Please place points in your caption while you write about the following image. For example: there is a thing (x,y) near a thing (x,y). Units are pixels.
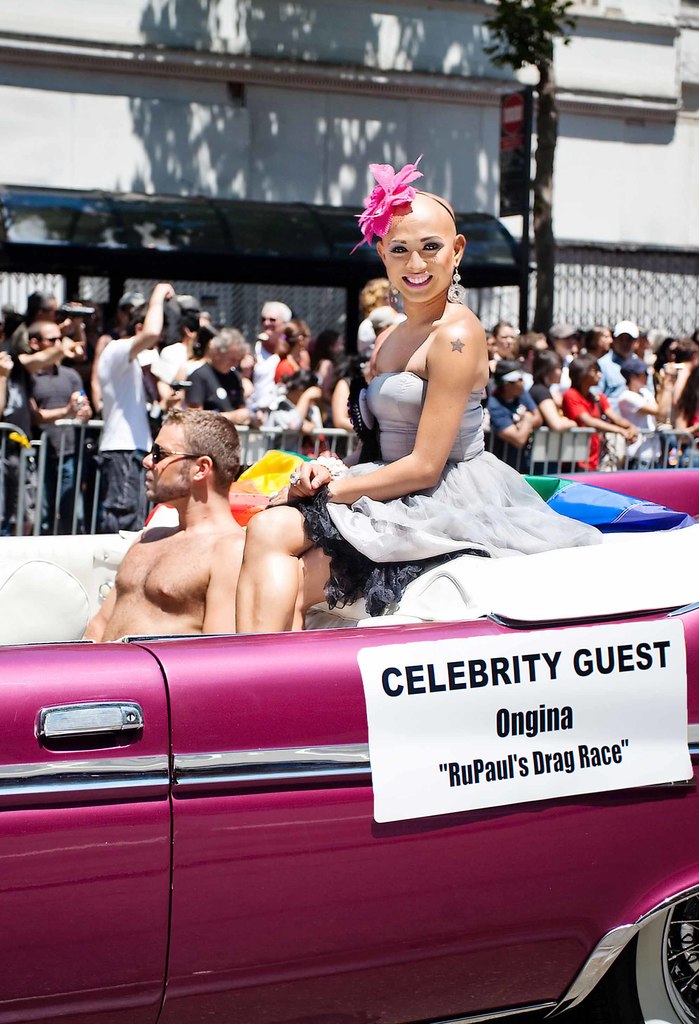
This picture is taken outside. There are two persons (380,385) sitting in the car (222,667), one man (195,591) and one woman (500,530). Woman (400,509) is wearing a grey dress (468,473) and a flower crown (382,236). In the background (111,355) there are group of people (667,337) and a wall (95,117).
